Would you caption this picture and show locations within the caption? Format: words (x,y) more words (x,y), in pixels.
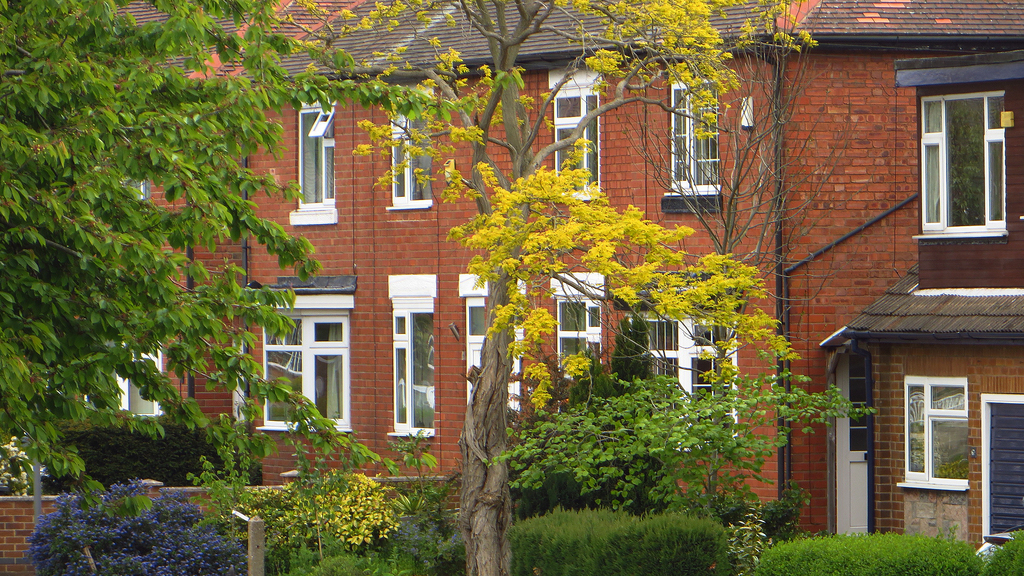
In this image there are houses (853,220), in front of the houses (352,226) there are bushes (73,506), trees (156,329) and there is a brick fence (27,511).
